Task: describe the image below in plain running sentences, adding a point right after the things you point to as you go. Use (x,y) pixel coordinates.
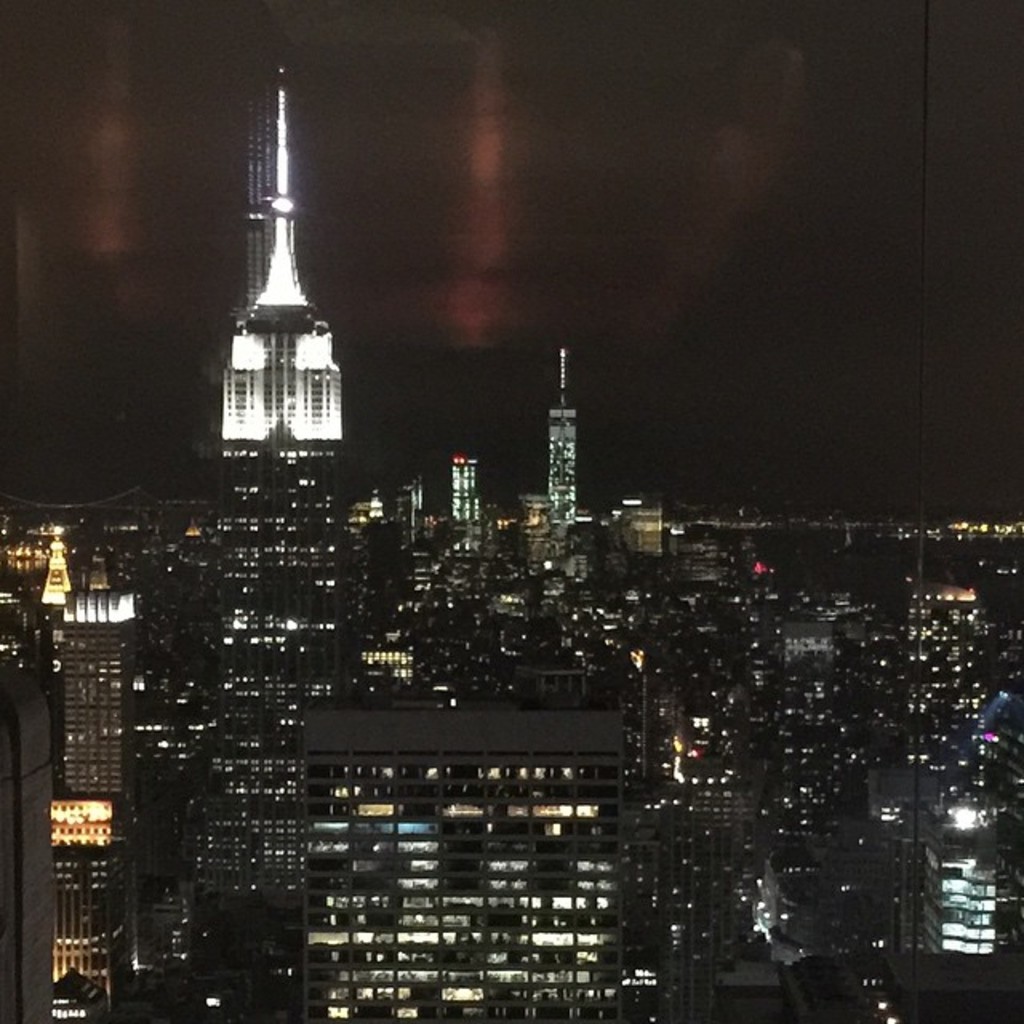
In this image at the bottom (315,742) there are some buildings (499,535) and some towers (270,294), and at the top of the image (505,209) there is sky (493,251) and also we could see some lights (91,610) and poles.
